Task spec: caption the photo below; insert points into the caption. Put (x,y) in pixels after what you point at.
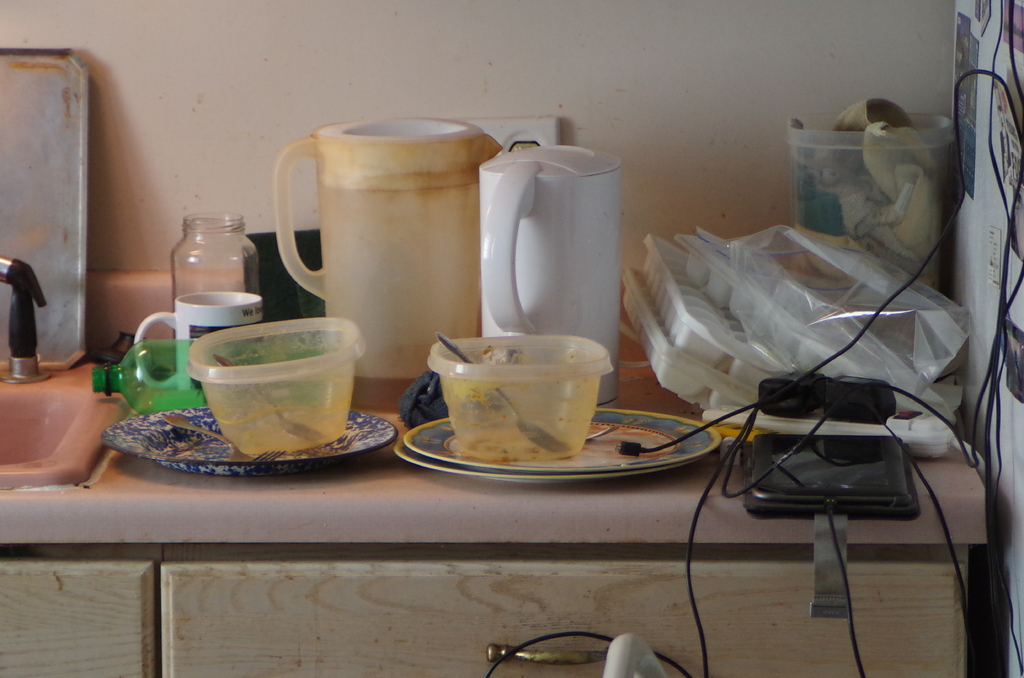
Here I can see a table (382,481) on which bowls (514,457), saucers (301,464), jars (464,277), mug (177,322), covers (741,264) and some other objects (685,316) are placed. At the bottom (298,608) there is a cabinet door (325,619). In the background (254,119) there is a wall (337,59). On the right side (899,463) there is a device (781,481) and few wires (930,406) and also I can see few posters (1006,144) are attached to the wall (987,216).
